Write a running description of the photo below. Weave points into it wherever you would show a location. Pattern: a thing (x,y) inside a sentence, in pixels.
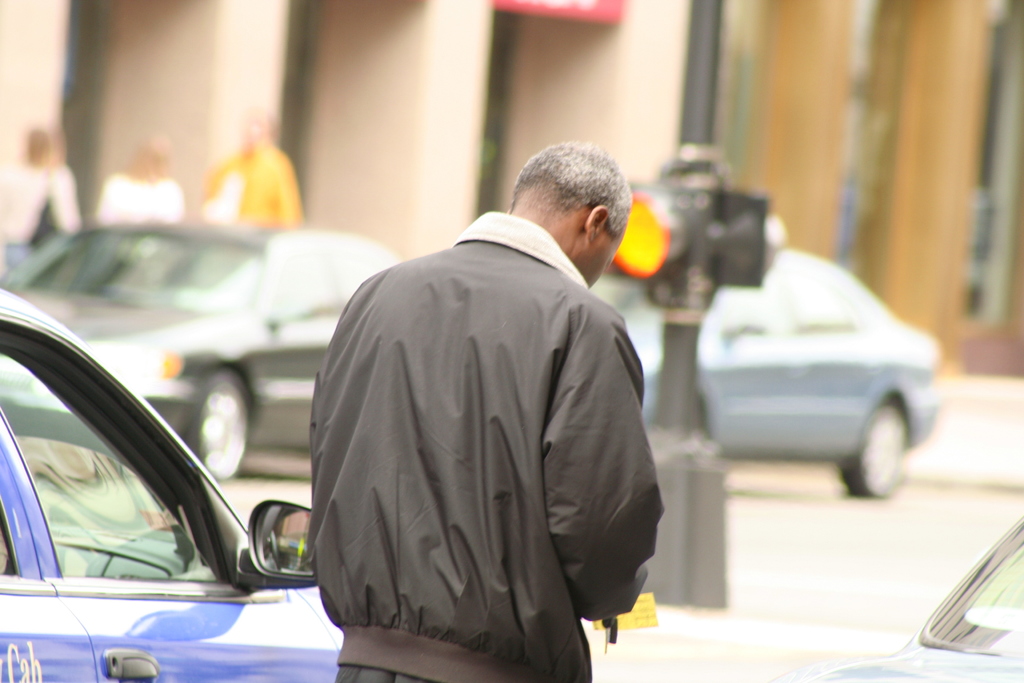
In the center of the image (489,343) there is a person (489,665) standing on the road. On the right (1000,626) and left side of the image (184,526) we can see cars (958,629). In the background (69,304) we can see cars (69,304), light (707,234), persons (66,170) and building (487,64).
